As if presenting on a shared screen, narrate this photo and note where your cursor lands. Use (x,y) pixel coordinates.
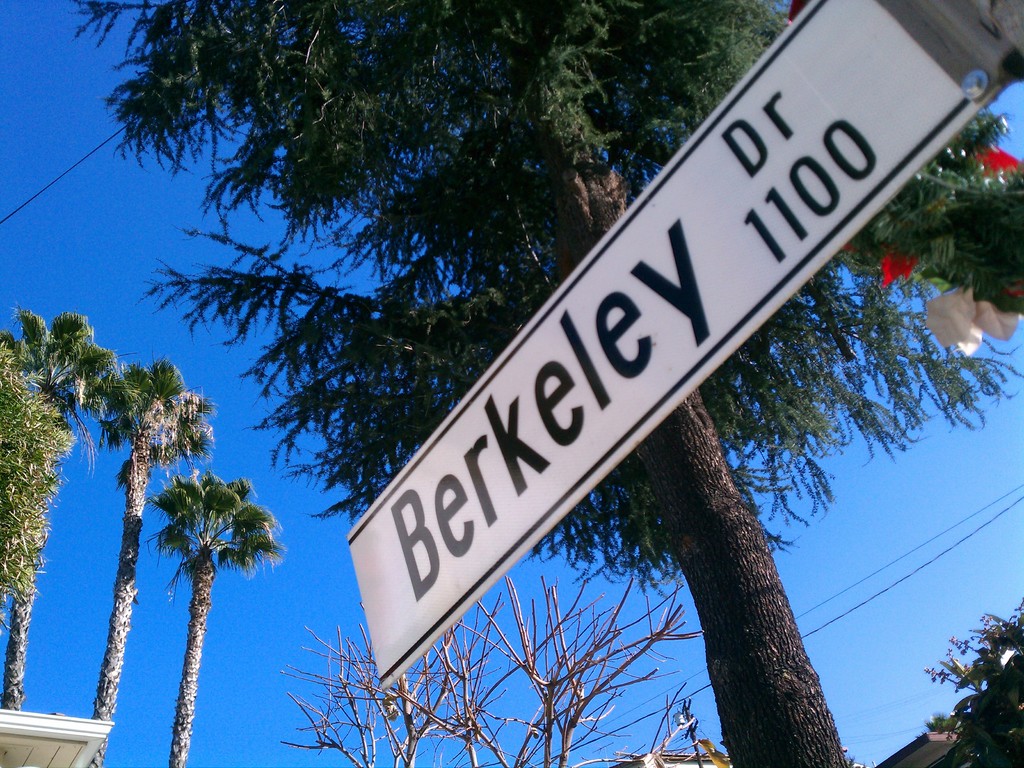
There is a white color hoarding (653,211) which is attached to the pole (1000,22). In the background (791,509), there are trees (726,587) and there is blue sky (71,255).
